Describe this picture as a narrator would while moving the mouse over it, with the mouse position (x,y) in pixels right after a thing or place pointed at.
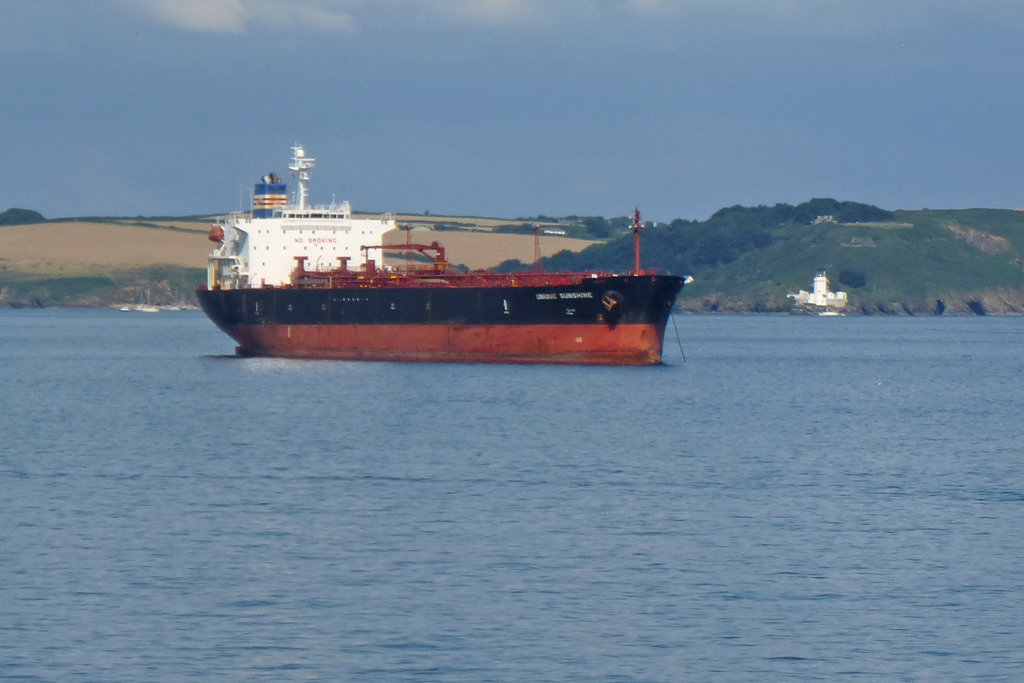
In this image we can see ship (420,328) on the water (286,463). In the background (812,285) we can see hills (830,268), buildings (809,300) and sky (659,115) with clouds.
